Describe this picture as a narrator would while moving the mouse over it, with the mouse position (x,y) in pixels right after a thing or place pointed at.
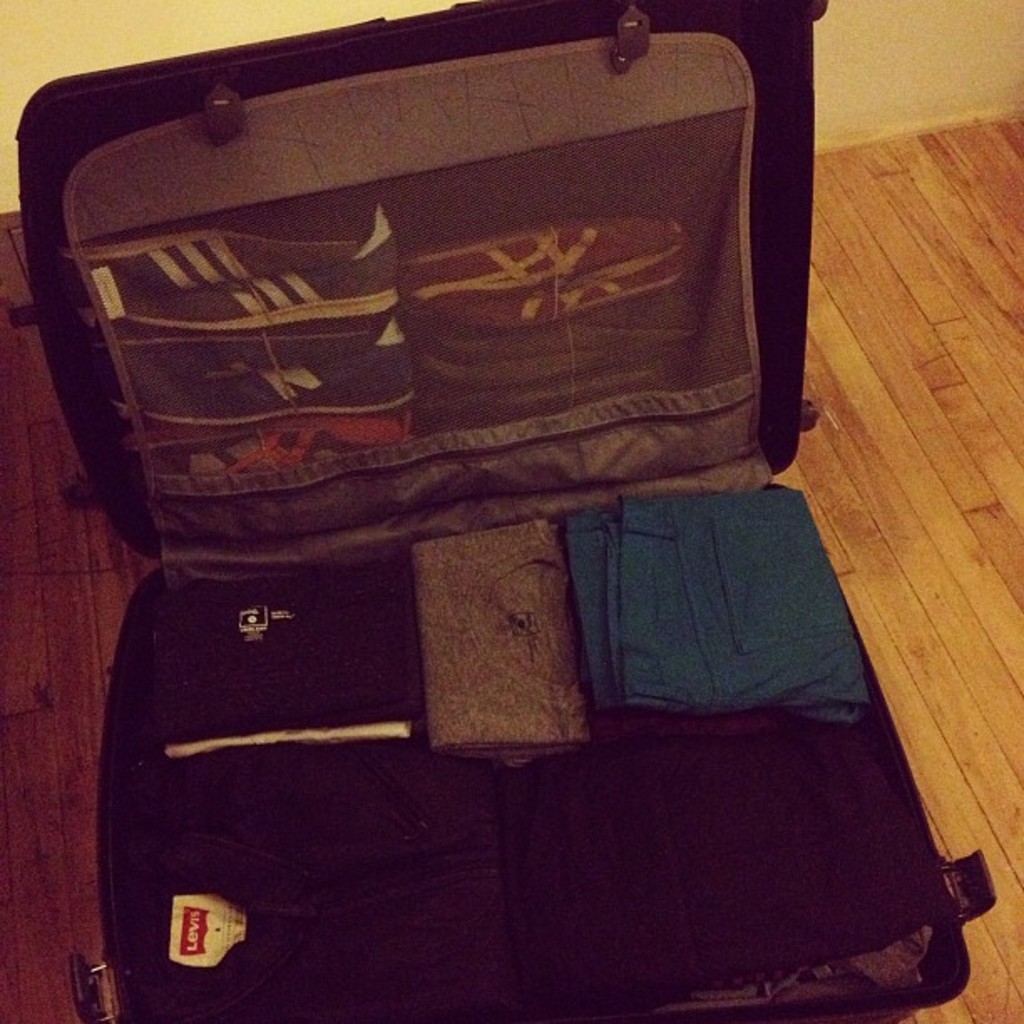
This image is inside a luggage bag (353,732). There are clothes (402,775) in it. It is placed on floor (963,531).
